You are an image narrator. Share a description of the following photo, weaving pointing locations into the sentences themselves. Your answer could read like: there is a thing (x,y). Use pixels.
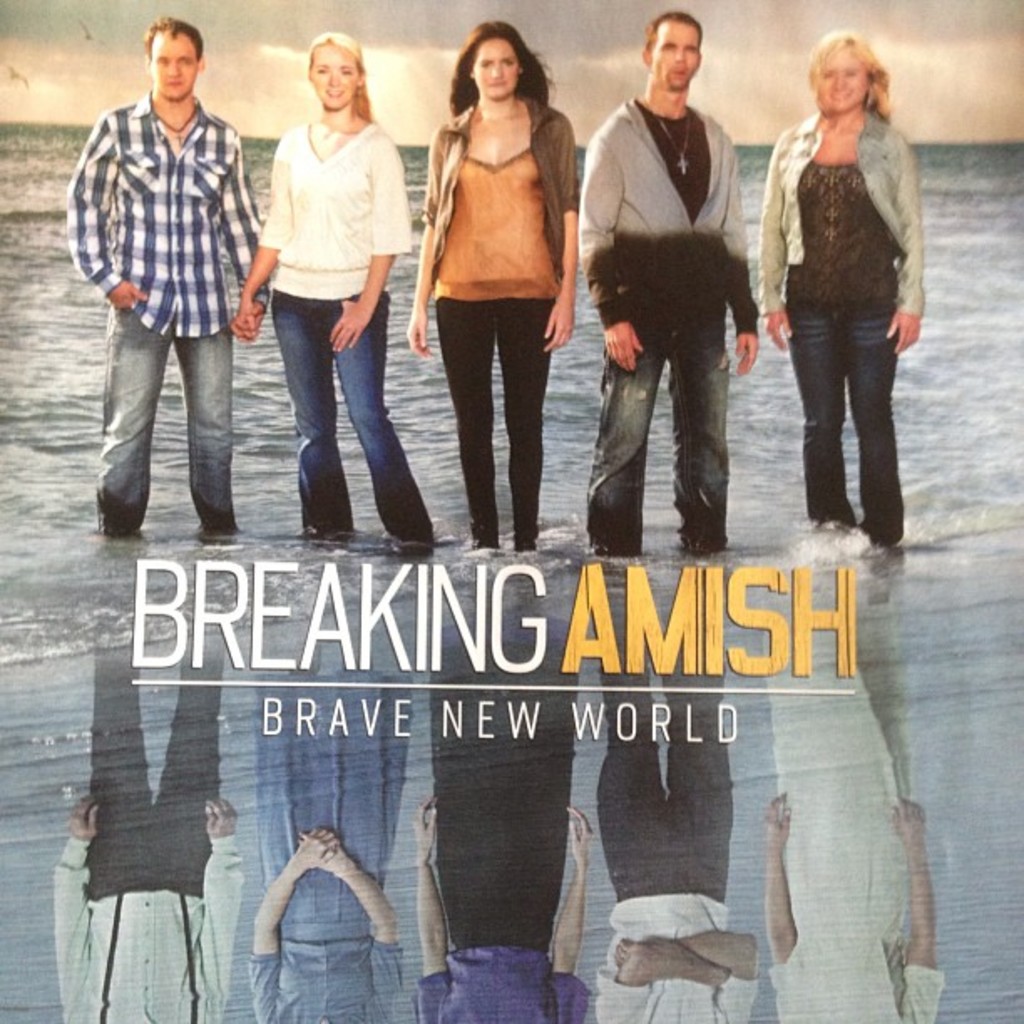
Here men (618,283) and women (558,292) are standing wearing clothes (616,299), this is a sky (795,18).
